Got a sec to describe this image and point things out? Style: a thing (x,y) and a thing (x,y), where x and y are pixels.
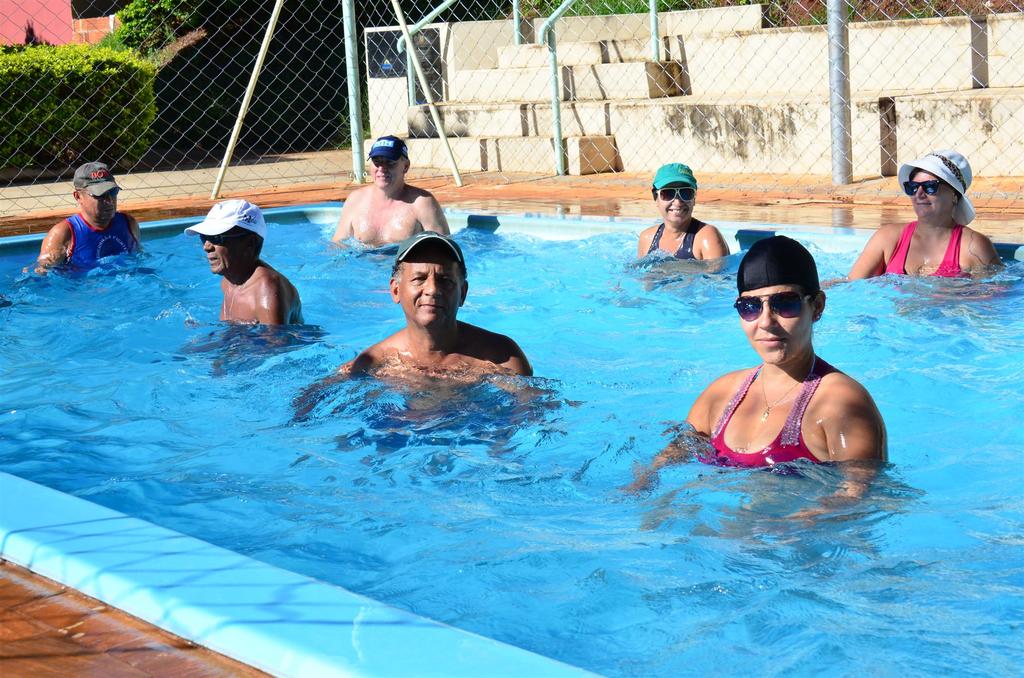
In this picture, we see three women (769,403) and four men (91,224) are swimming in the water (535,304). This water (675,351) might be in the swimming pool (533,376). Behind them, we see the fence (334,127). Behind the fence (375,96), we see the poles (349,73) and a staircase (667,86). There are trees (241,50), shrubs (47,93) and a building (85,37) in the background (85,37). This building (85,37) is in orange color.
